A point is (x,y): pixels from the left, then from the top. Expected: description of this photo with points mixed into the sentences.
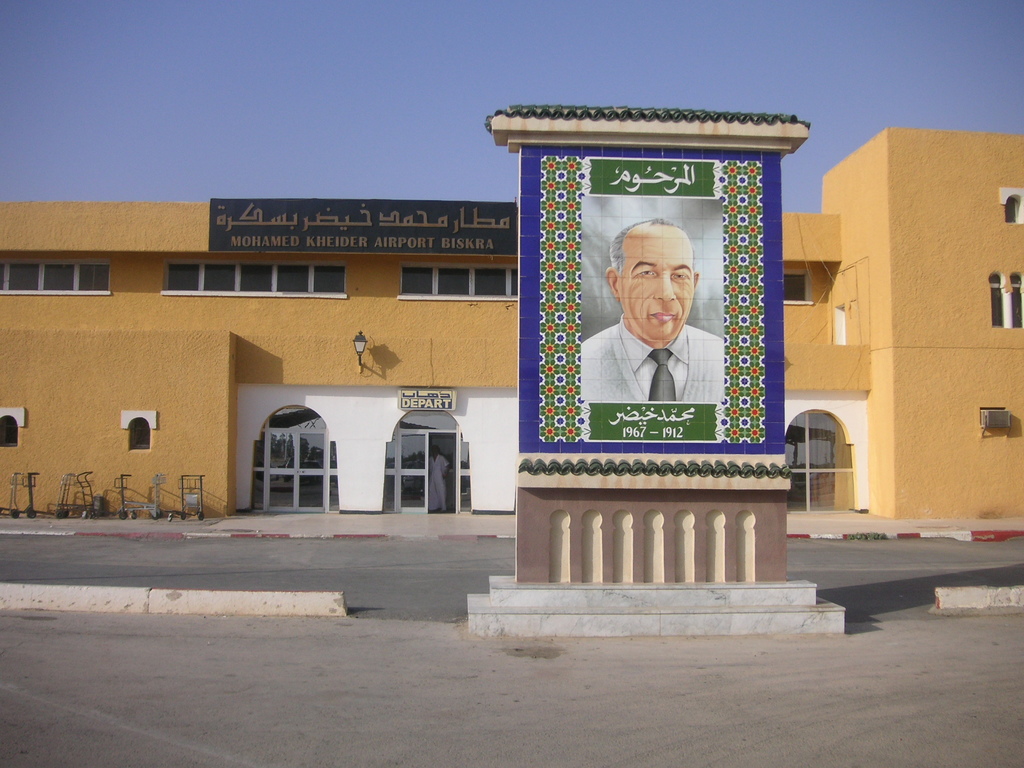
In this image we can see the front view of an airport building (425,356).
